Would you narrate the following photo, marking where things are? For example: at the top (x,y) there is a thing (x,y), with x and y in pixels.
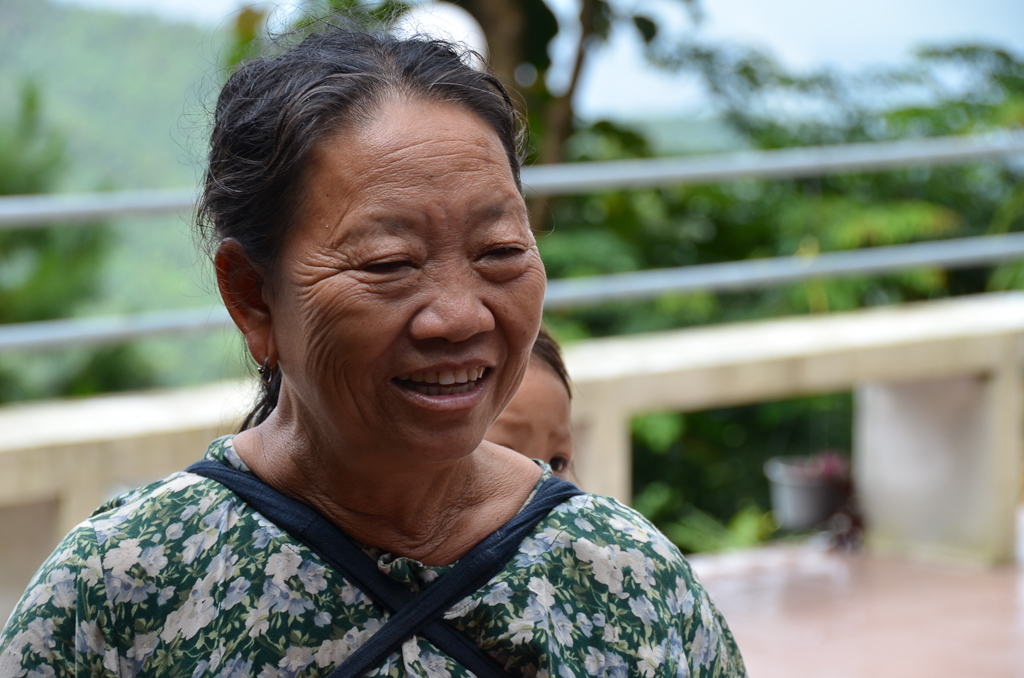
In this image I can see two people (352,520). I can see one person (245,621) wearing the cream, blue and green color dress (245,621). In the background (693,110) I can see the railing (647,282), many trees (378,15) and the sky (650,91).
